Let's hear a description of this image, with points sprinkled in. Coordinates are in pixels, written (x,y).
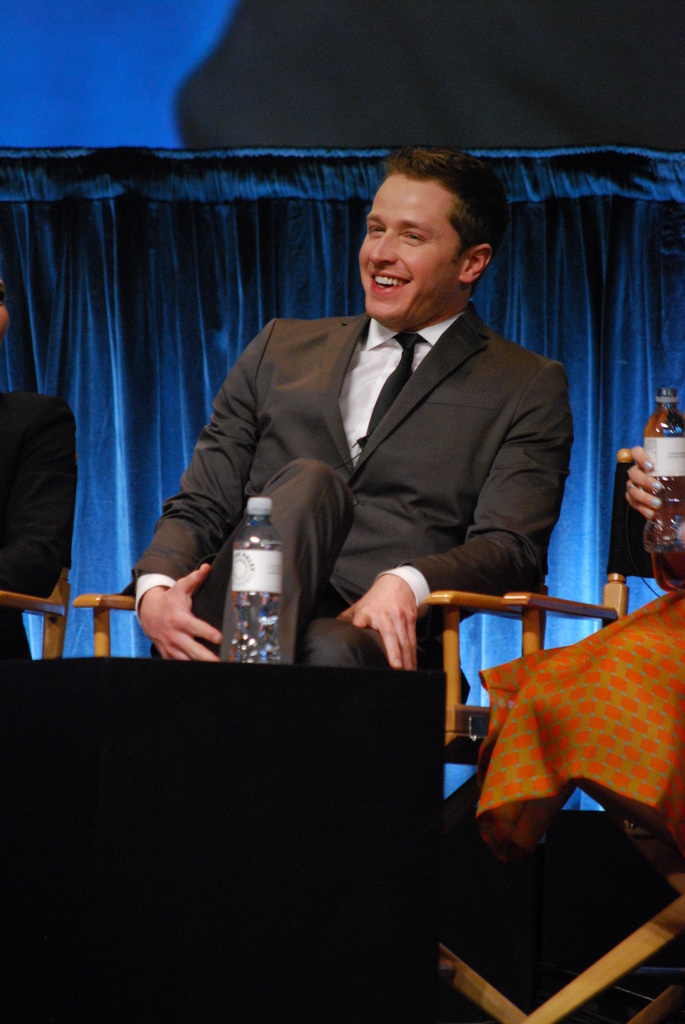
In this image I can see a man (171,638) is sitting on a chair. I can also see a smile on his face (384,287). Here I can see a water bottle (252,650). I can see he is wearing suit (282,389) and tie (389,391).
